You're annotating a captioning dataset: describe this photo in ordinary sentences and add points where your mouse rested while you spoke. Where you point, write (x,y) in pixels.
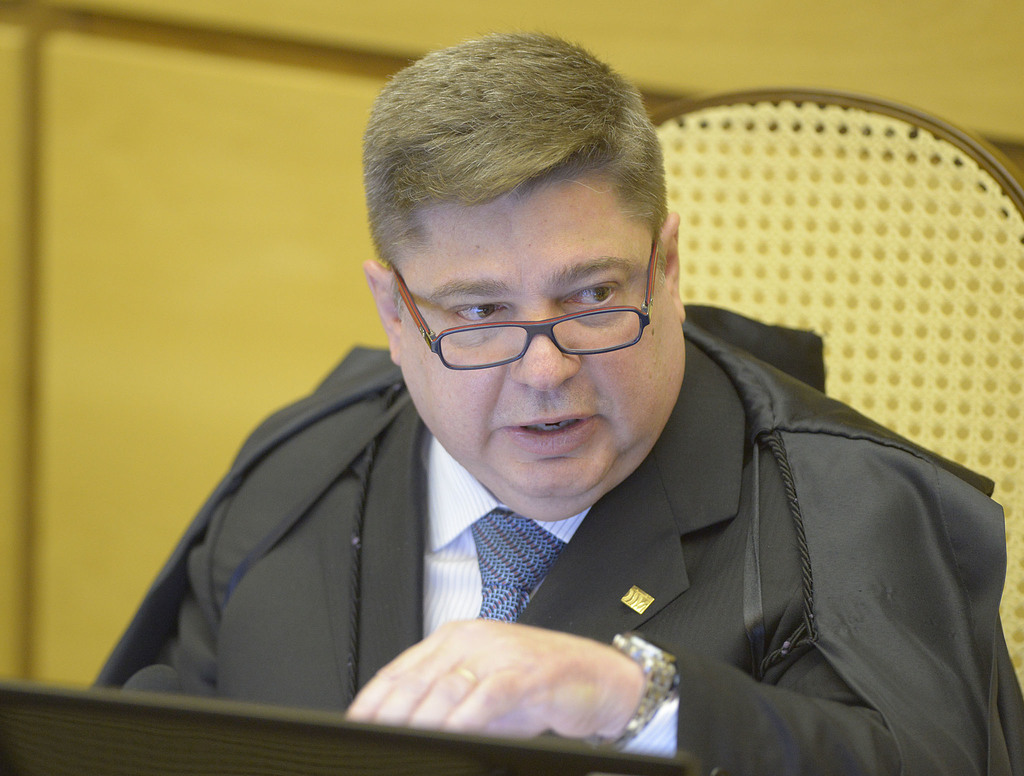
In the image we can see there is a man (732,506) sitting on the chair (973,396). He is wearing black colour jacket (746,570) and wrist watch (666,671). Background of the image (13,648) is little blurred.
